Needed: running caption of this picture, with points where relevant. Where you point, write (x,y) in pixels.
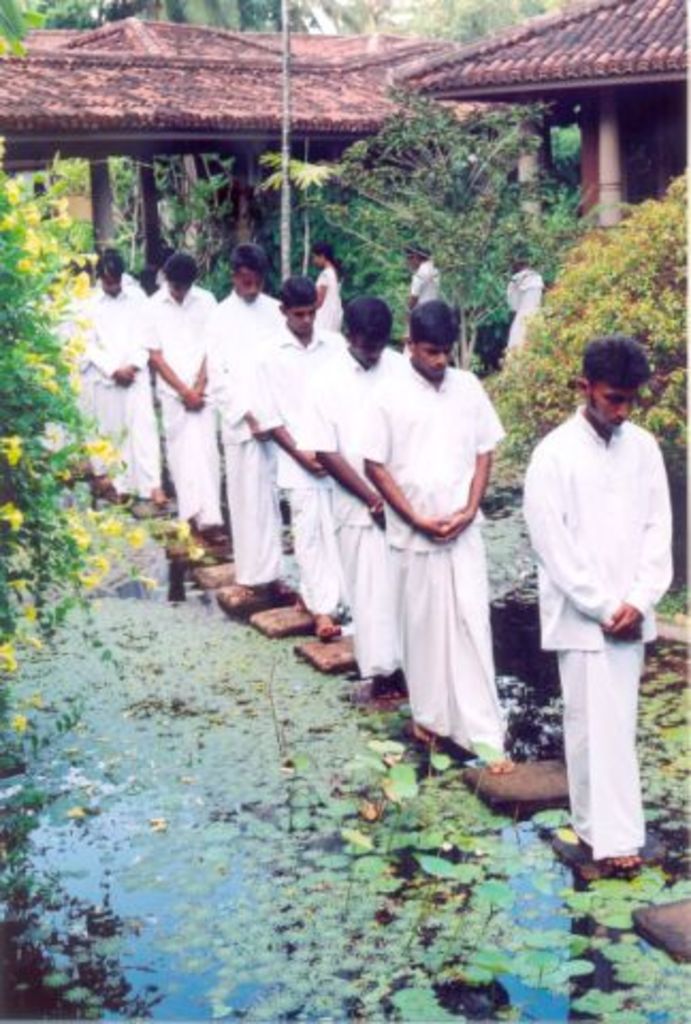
In this image, there are a few people (422,613). We can see some water (176,800) with objects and leaves (589,973). There are a few plants (6,378) and trees (299,203). We can also see a pole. We can see some houses (297,51) and pillars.
